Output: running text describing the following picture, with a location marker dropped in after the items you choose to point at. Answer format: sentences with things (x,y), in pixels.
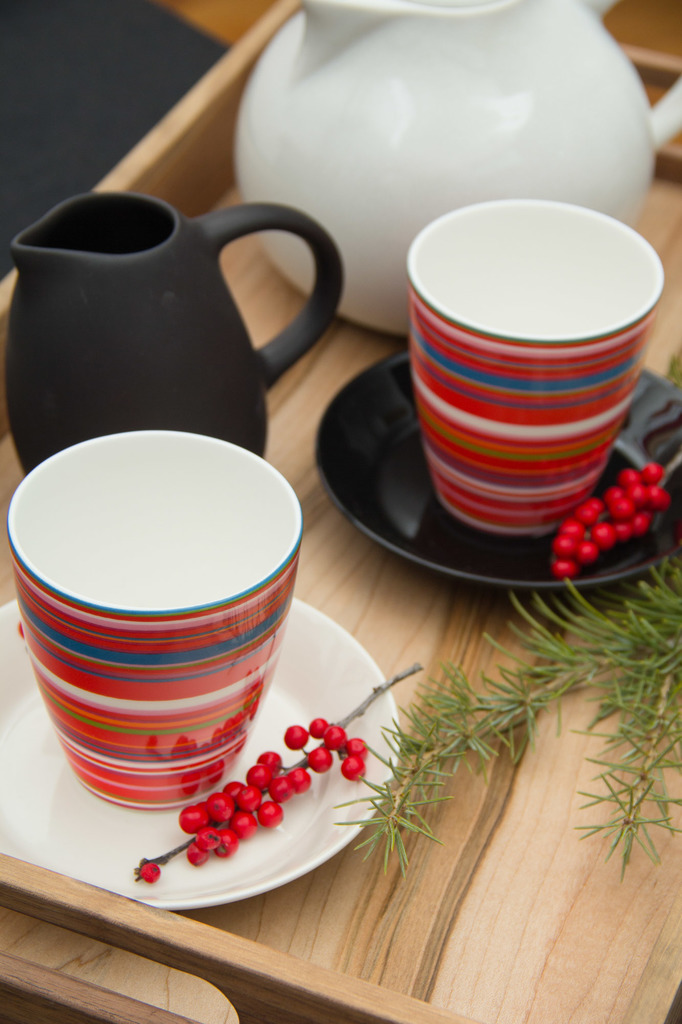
In this picture we can see cups (141,535), saucers (163,830) and a bunch of red-currants (272,814) on the saucer plates (296,806). There is a green plant (561,673). We can see kettles (84,283) on a wooden surface (648,69).
